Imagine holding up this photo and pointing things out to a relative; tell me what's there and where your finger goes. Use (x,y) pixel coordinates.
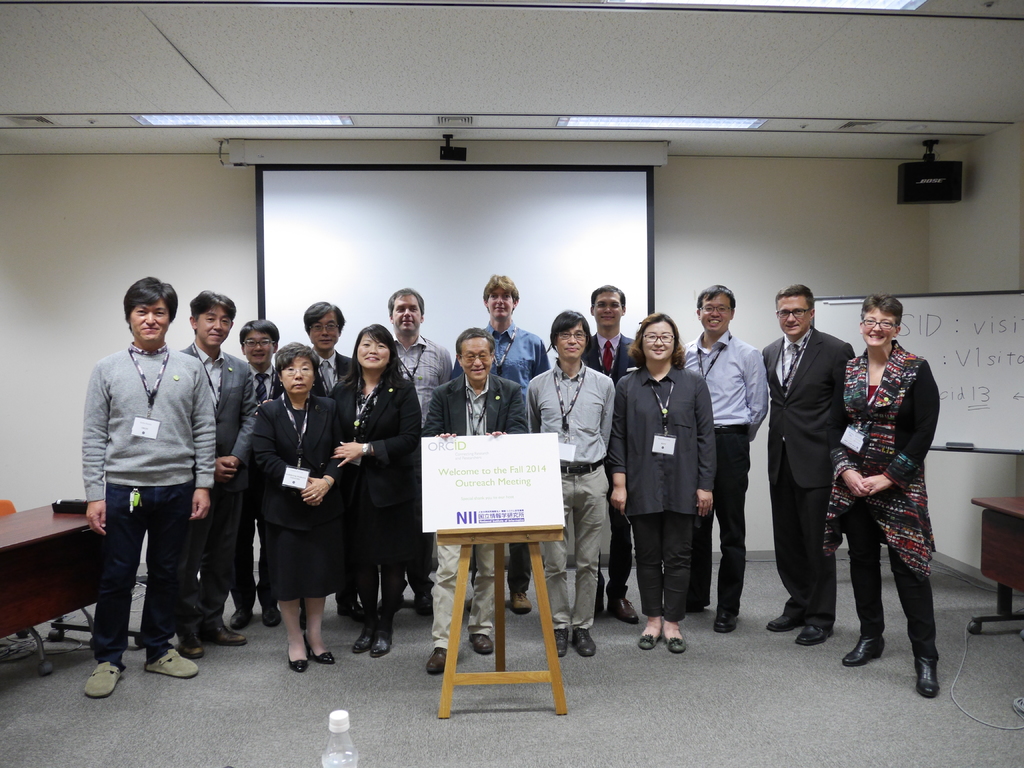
On the left side (17,584), there is a table (12,584). On the right side (1004,499), there is a table (1004,499). In the middle of the image (471,413), there is a person (456,405) holding a poster (463,453) which is on the wooden stand (460,538). Beside him, there are other persons (780,390) who are smiling and standing on the floor (955,633). In the background (995,370), there is a white color board (967,301), there is a white color screen (464,196), lights (181,119) attached to the roof (750,154) and there is a speaker (904,178).
